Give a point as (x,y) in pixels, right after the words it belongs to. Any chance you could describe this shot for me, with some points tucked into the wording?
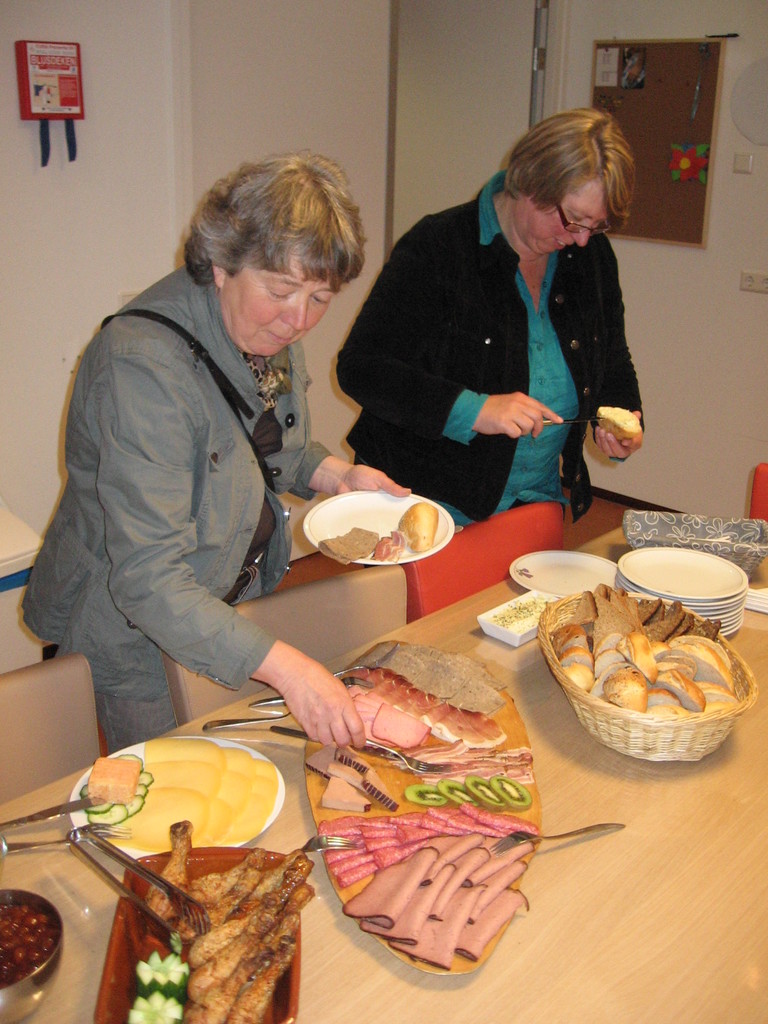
In this picture we can see two women (537,365) standing here, a woman (244,378) on the left side (252,438) is holding a plate (360,501), there are four chairs (30,736) and a table (635,810) here, we can see plates (637,589), a tray (280,923) present on the table (315,875), in the background (310,46) there is a wall (318,48), we can see some food (456,825) and a fork (501,848) here.
